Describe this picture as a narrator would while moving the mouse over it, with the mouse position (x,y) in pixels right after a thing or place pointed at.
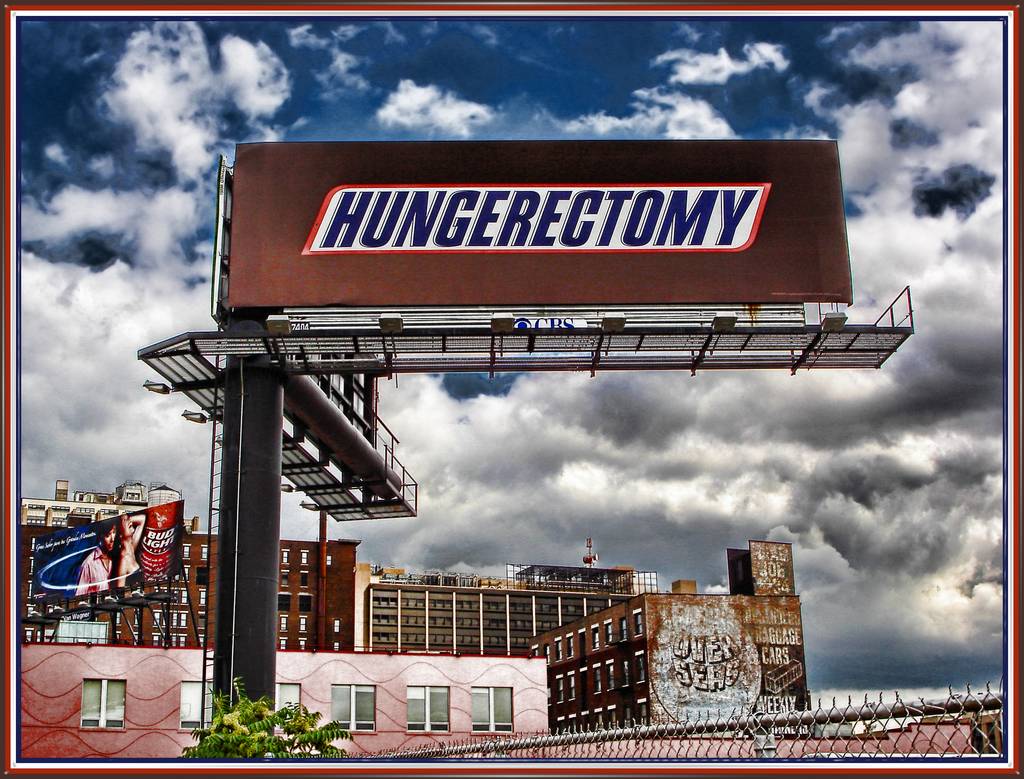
This image consists of a stand (261,334) along with the hoarding (458,297). In the background (117,624), there are buildings (381,667) along with windows (288,608). At the bottom (505,756), there is a fencing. It looks like an edited image. At the top (109,236), there are clouds (873,498) in the sky (196,144).
